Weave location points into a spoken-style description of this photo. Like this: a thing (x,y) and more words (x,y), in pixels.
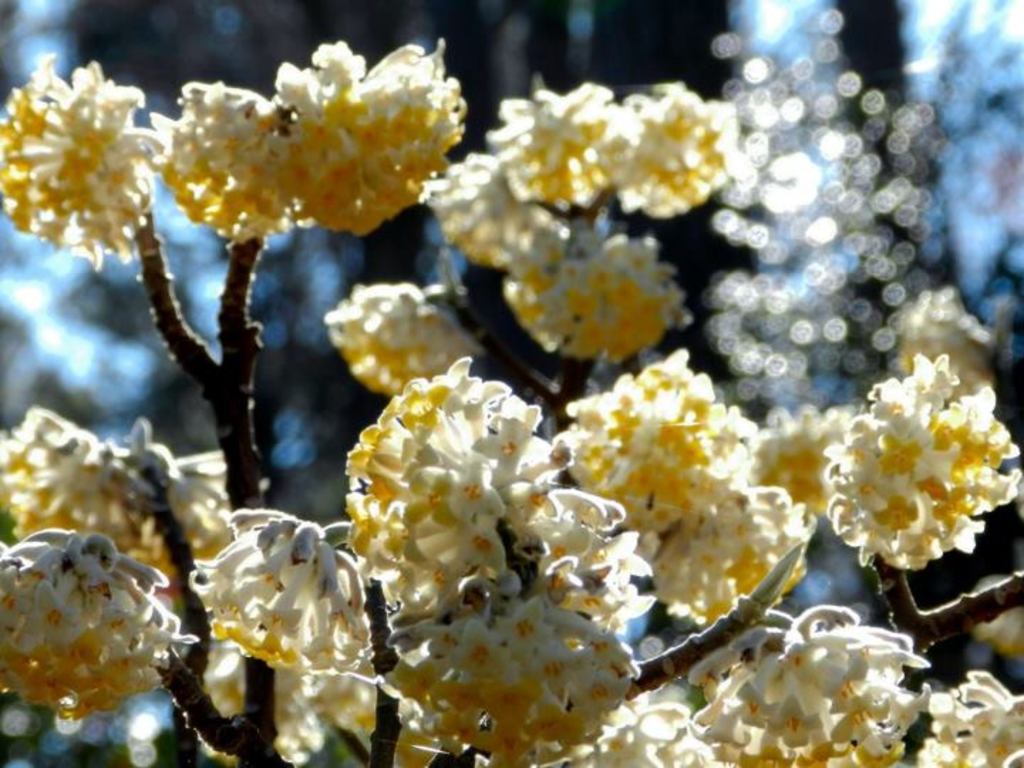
In this image there are flowers (386,331) with branches (227,307).
